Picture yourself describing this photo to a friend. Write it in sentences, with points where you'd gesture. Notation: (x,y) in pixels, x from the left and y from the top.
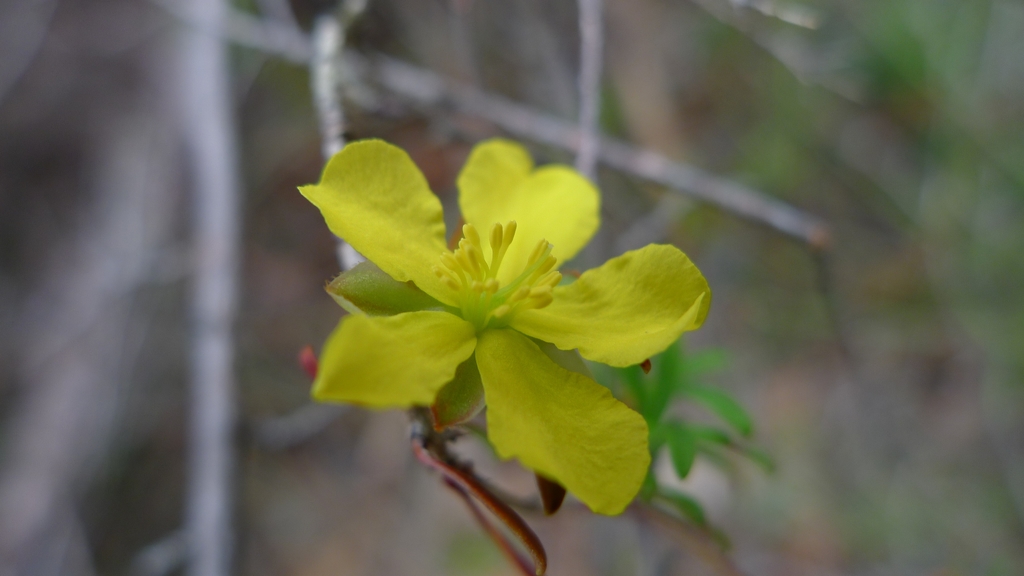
In this image I can see a yellow color flower (512,292) and green leaves (663,428). Background (255,36) is blurred.
